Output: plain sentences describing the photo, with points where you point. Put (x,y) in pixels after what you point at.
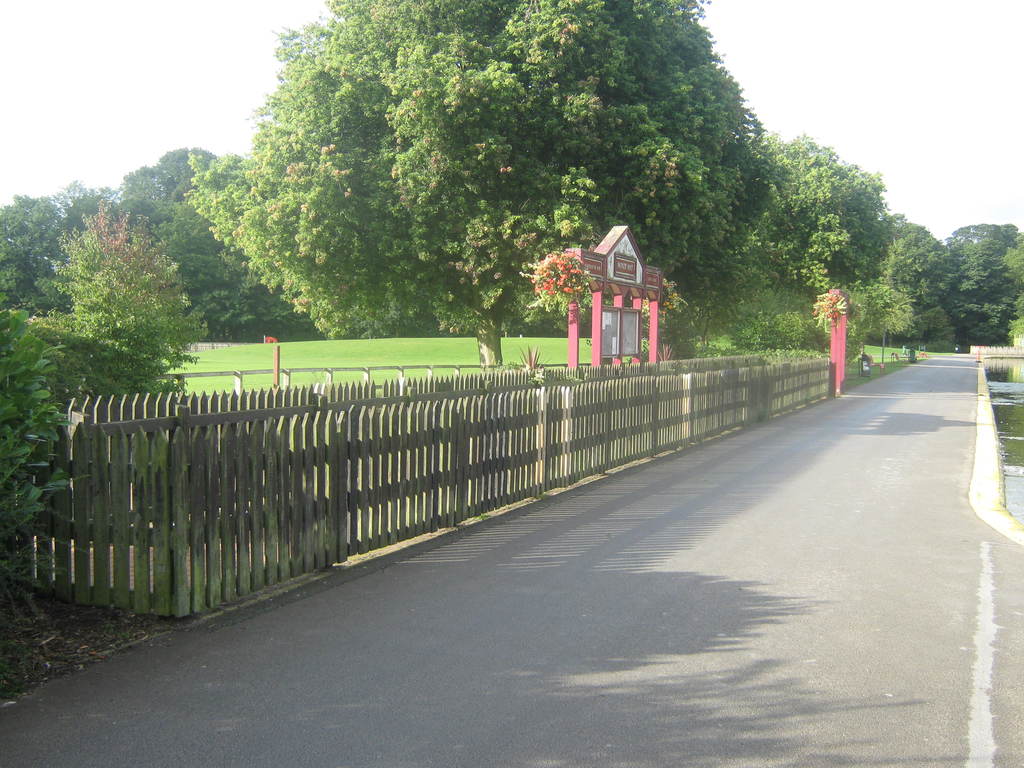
In this image there is a road (787,505) in the background (672,404) there is fencing (287,494), trees (996,281) and the sky (947,91).
